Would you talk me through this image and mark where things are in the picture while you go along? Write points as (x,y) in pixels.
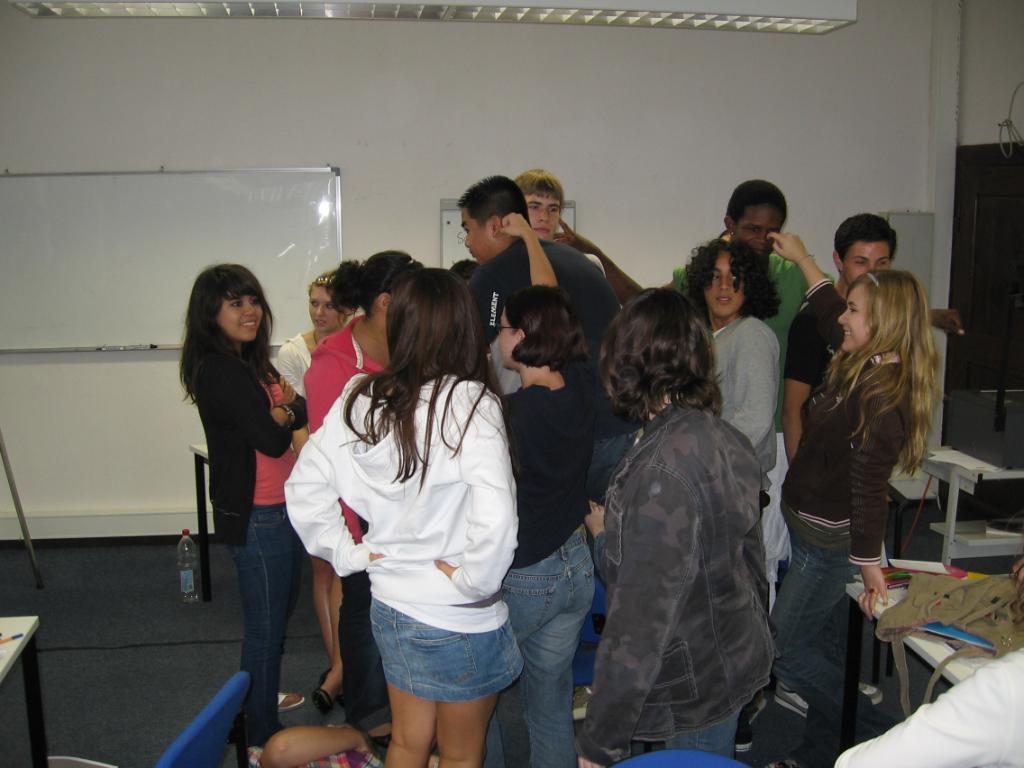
Here in this picture we can see a group of people (604,464) standing over a place and most of them are smiling and beside them on either side we can see tables (35,683) present and on the right side (953,594) we can see a bag (953,617) present on the table (857,615) and on the left side (300,279), on the wall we can see a white board (305,210) present and at the top (839,17) we can see a light (730,17) present.
